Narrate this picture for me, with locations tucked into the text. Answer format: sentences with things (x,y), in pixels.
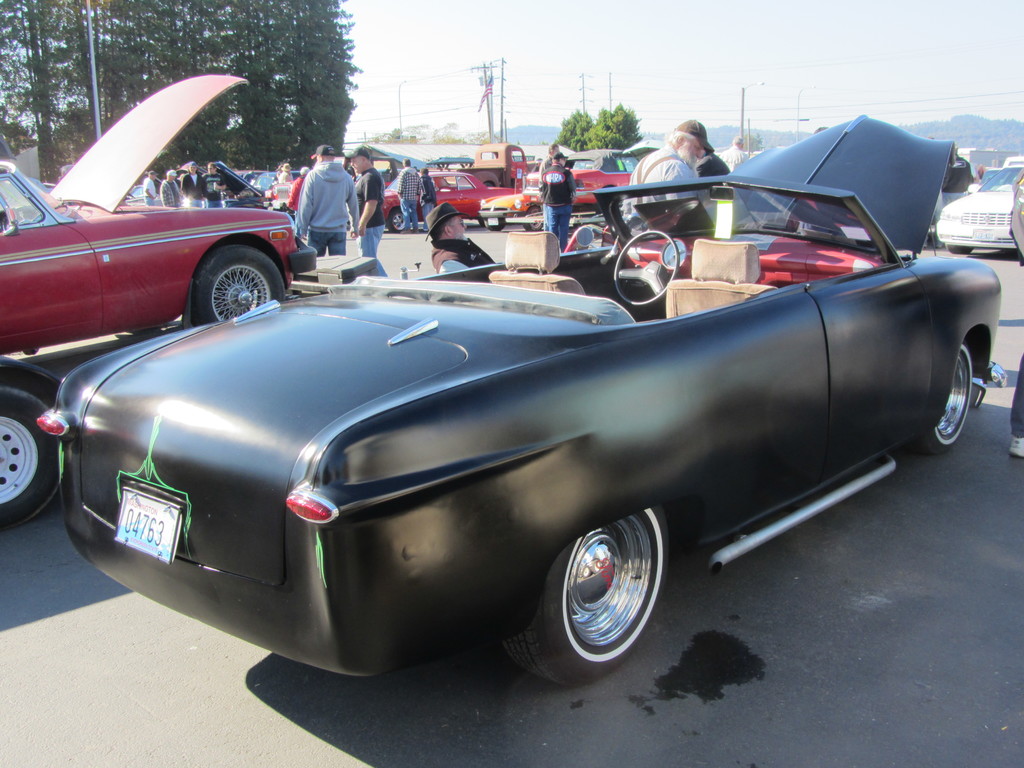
In this image, we can see cars (671,367) are on the road (837,652). Here we can see a group of people (425,208). Few (468,241) are wearing caps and hat (443,213). Here a person (445,254) is sitting. Background (8,138) we can see the mountains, trees (65,94), poles (501,103), wires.
